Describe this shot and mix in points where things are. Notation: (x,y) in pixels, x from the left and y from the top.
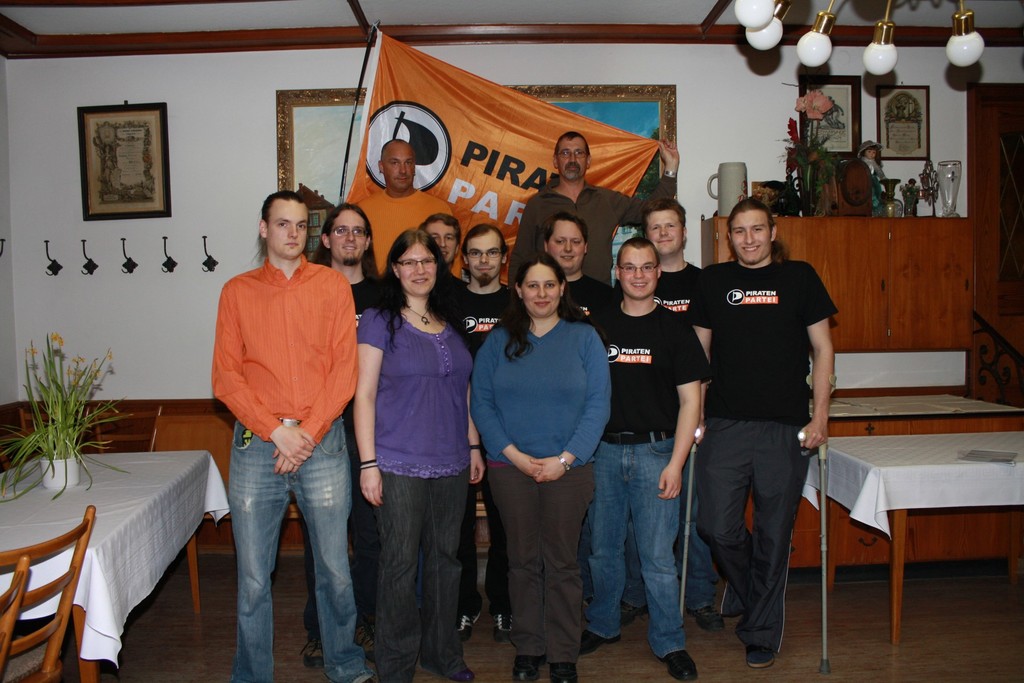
Pictures of inside the room (774,208). In the foreground (300,239) we can see group of people (664,333) smiling and standing. On the right (978,488) there is a table (913,499) covered with a white cloth (994,470), behind that we can see a cabinet (887,265) on the top of which show pieces (864,178) are placed. On the left (16,509) there is a chair (63,597) and a table (97,492) and a flower vase (56,410) placed on the top of the table (88,491). In the background (161,93) we can see a wall (203,104), some picture frames (128,115) hanging on the wall (713,83), a banner (493,112) which is in orange color and the lamp (747,11) on the top (762,6).
